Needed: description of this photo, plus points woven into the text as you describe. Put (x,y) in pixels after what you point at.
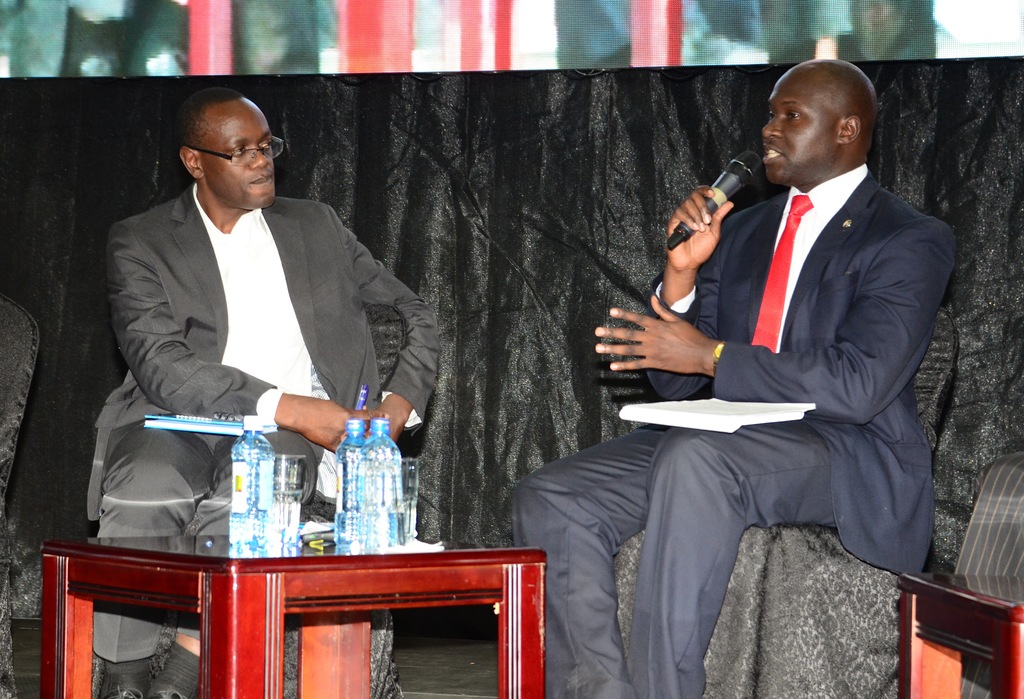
In this picture we can see two men (704,282) sitting on chairs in front of a table (294,541) and on the table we can see water glasses (300,480) and water bottles (366,481). We can see this man (758,209) holding a mike (679,242) in his hand (699,253) and talking. This man (310,232) wore spectacles (250,150). On the background (673,142) we can see a black colour cloth (689,149).
